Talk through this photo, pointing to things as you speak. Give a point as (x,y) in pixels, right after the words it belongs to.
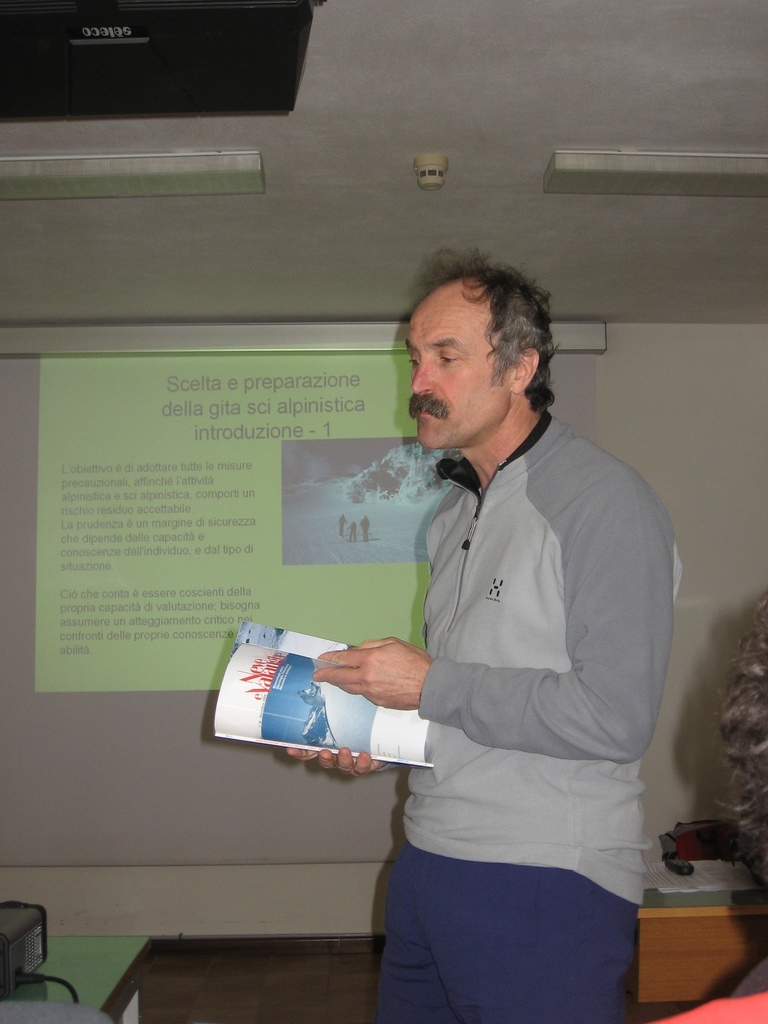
There is a man (495,705) who is holding a book (407,726) with his hands (346,659). On the background (355,544) there is a screen (346,419) and this is wall (710,455). And these are the lights (643,173).
